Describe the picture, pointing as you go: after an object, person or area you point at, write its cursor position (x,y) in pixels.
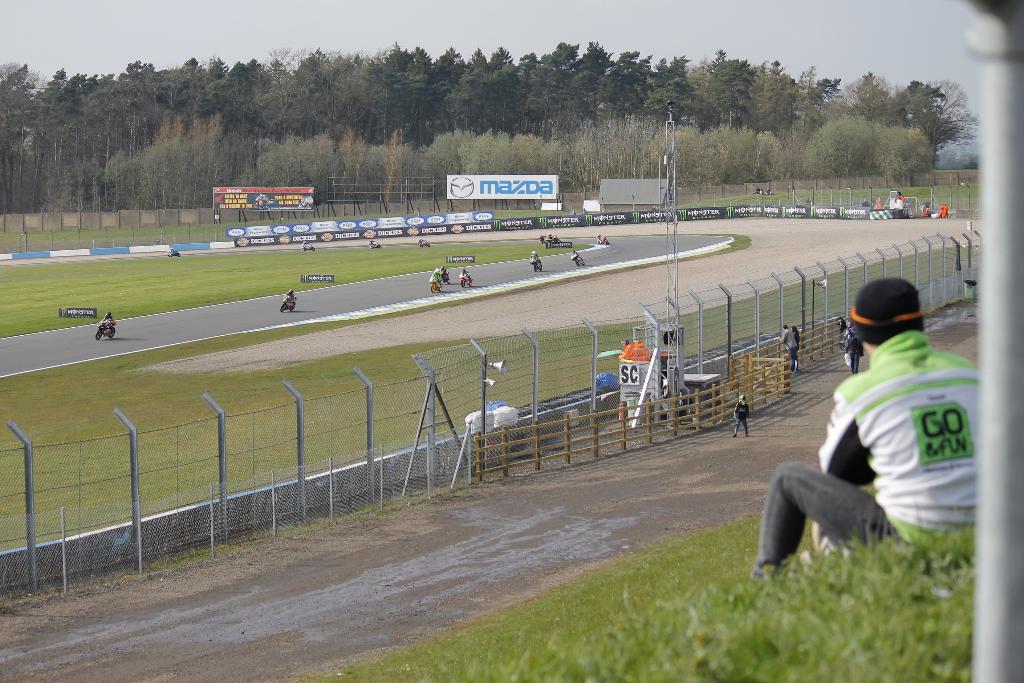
In this picture I can see a person (849,390) sitting on the grass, there are group of people (784,342) standing, there are group of people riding bikes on the road (373,288), there are fences (566,198), boards (616,212), trees (637,149), and in the background (808,27) there is sky (817,39).
